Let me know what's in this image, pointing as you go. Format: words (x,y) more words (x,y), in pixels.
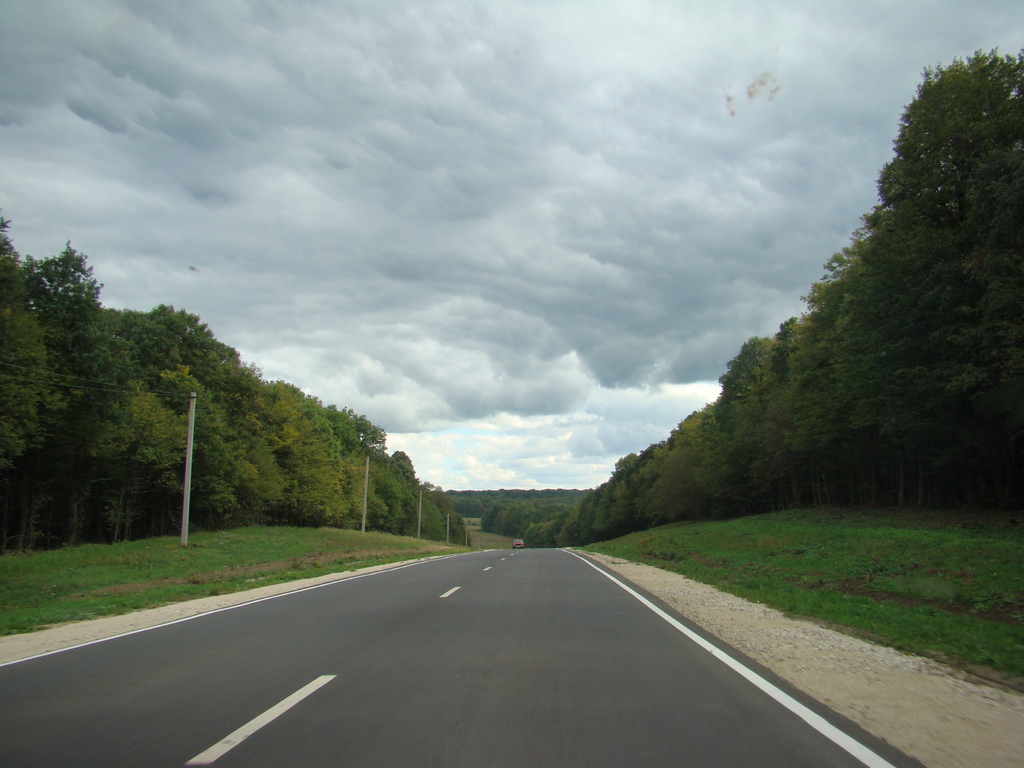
In the picture I can see a road (552,636) which has white lines (580,556) on it. In the background (248,508) I can see poles (188,490) which has wires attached to them, the grass (178,593), trees (303,505) and the sky (391,254).
